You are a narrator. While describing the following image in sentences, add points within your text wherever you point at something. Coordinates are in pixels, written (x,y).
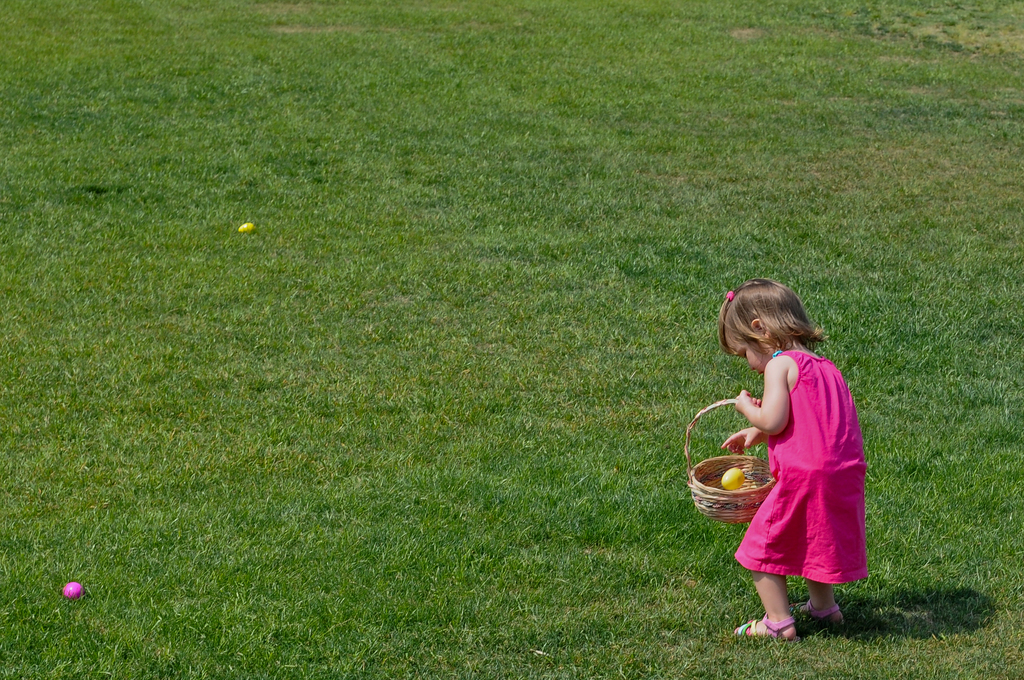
In this image I can see the child (800,422) standing on the grass (539,536). The child (779,501) is wearing the pink color dress (814,490) and holding the basket (722,511). And I can see the pink and yellow color balls (79,596) on the grass (247,146).
